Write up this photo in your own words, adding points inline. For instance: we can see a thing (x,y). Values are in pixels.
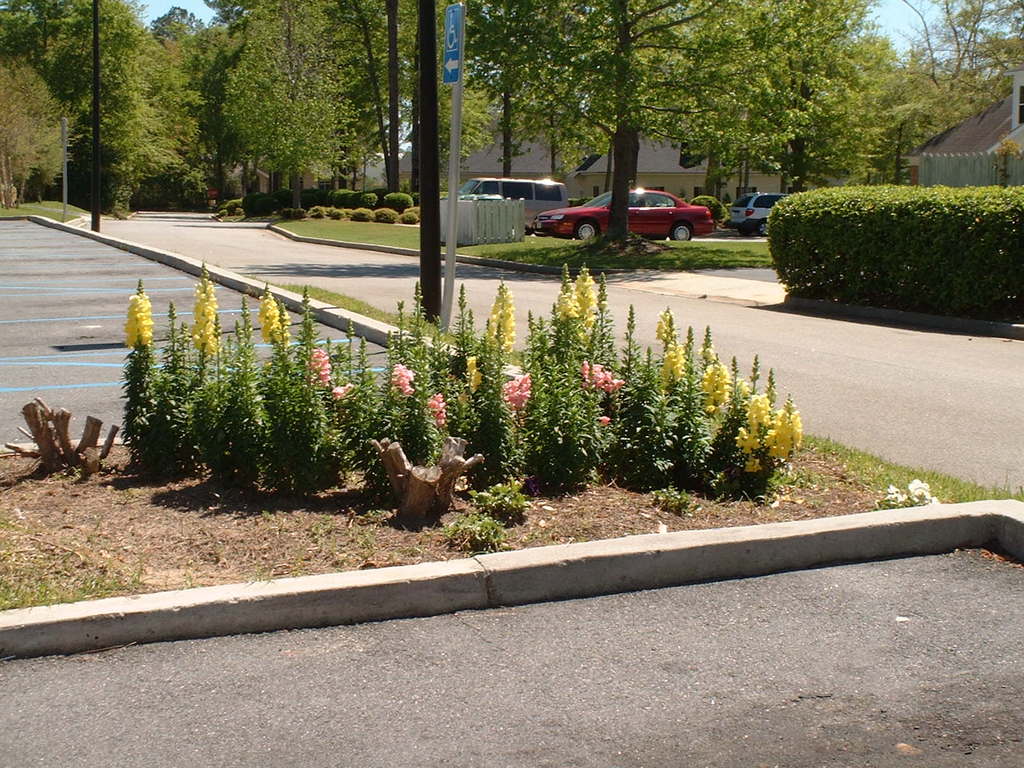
In this picture there are buildings (703,182) and trees (646,5) and there are poles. In the foreground (464,453) there are flowers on the plants (525,445) and there are vehicles (592,219) on the road (1021,358). At the top (892,20) there is sky (878,33). At the bottom (780,740) there is a road (855,689) and there is grass (400,232).
